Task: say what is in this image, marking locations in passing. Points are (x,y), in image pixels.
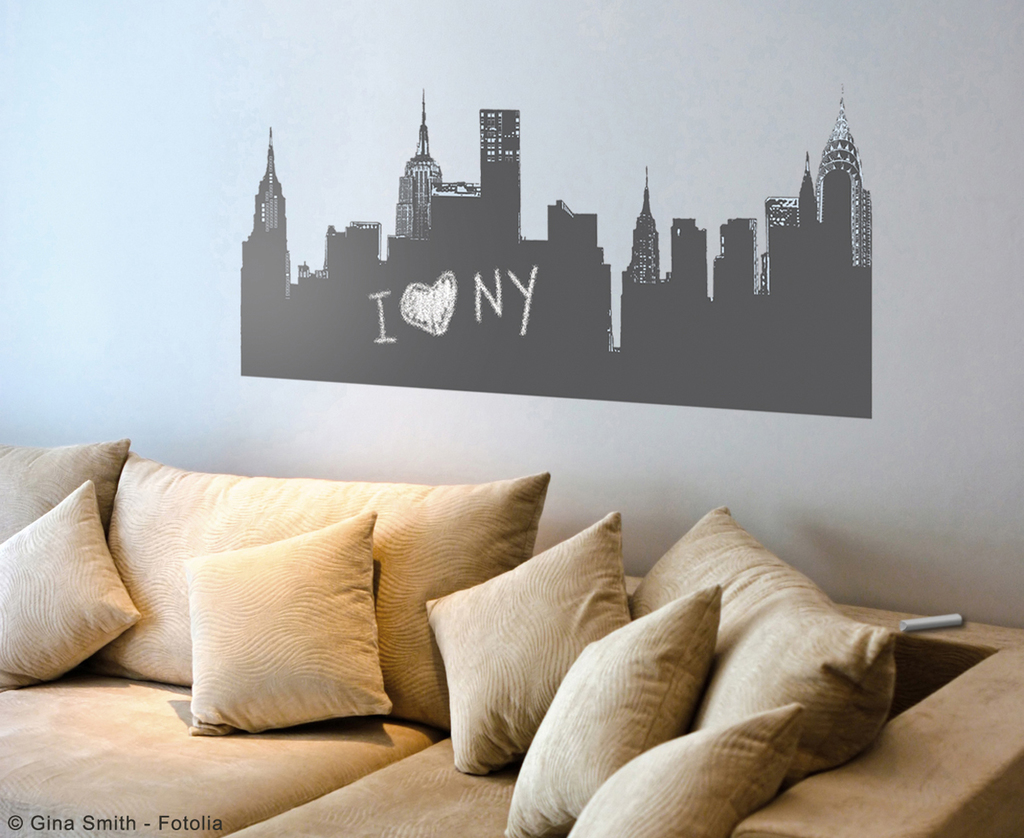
In this image I can see the couch (212,755). On the couch (226,761) there are pillows (378,609) and cushions (353,617) and I can also see the art (443,217) on the wall (622,21).
